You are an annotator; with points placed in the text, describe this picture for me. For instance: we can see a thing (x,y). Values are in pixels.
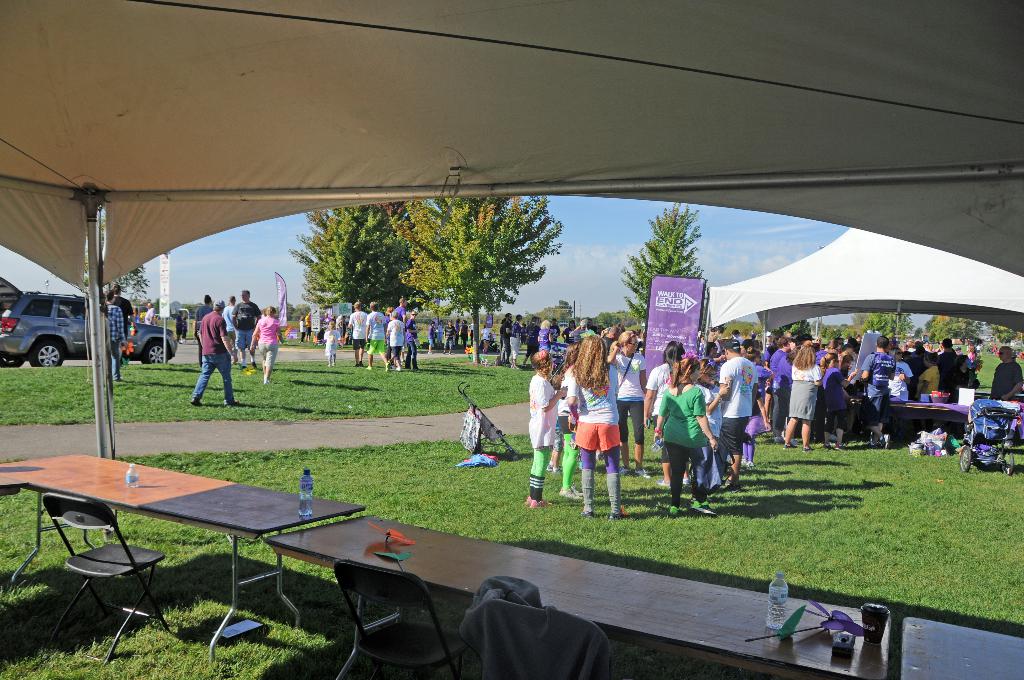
In this picture we can see tents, people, vehicle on the ground (864,482), here we can see tables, chairs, bottles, posters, stroller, grass (757,488) and some objects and in the background (486,269) we can see trees (486,269), sky (833,323).
